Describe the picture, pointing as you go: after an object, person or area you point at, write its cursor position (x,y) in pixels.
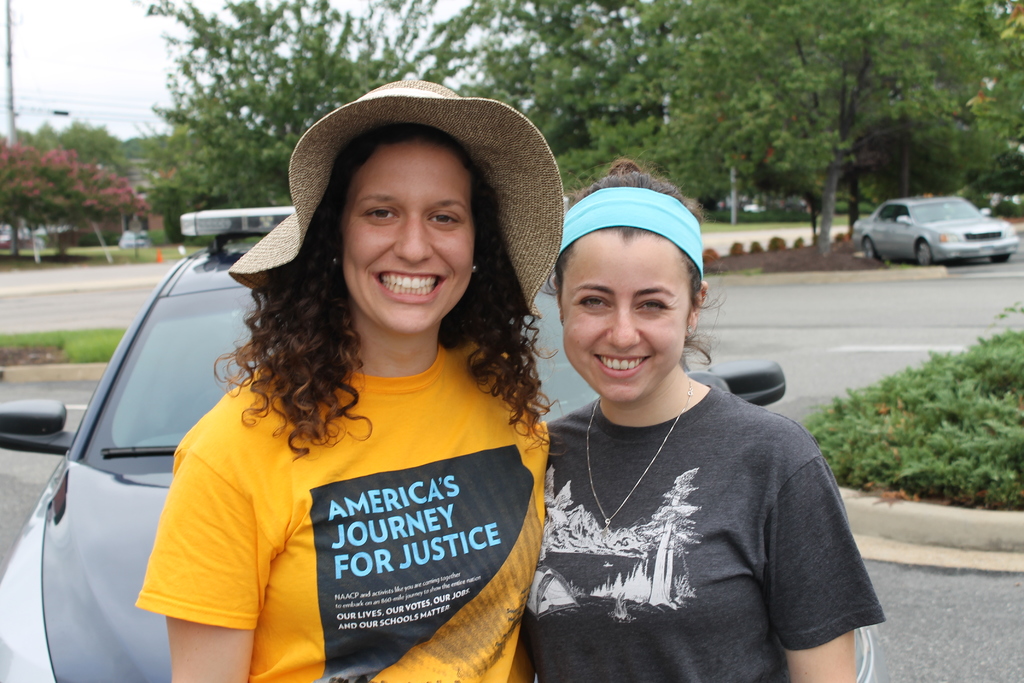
In this image we can see women (583,323) standing and smiling. In the background (127,38) there are trees (115,148), sky (127,38), electric poles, electric cables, ground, road (88,282), motor vehicles (180,310) and plants (972,435).
